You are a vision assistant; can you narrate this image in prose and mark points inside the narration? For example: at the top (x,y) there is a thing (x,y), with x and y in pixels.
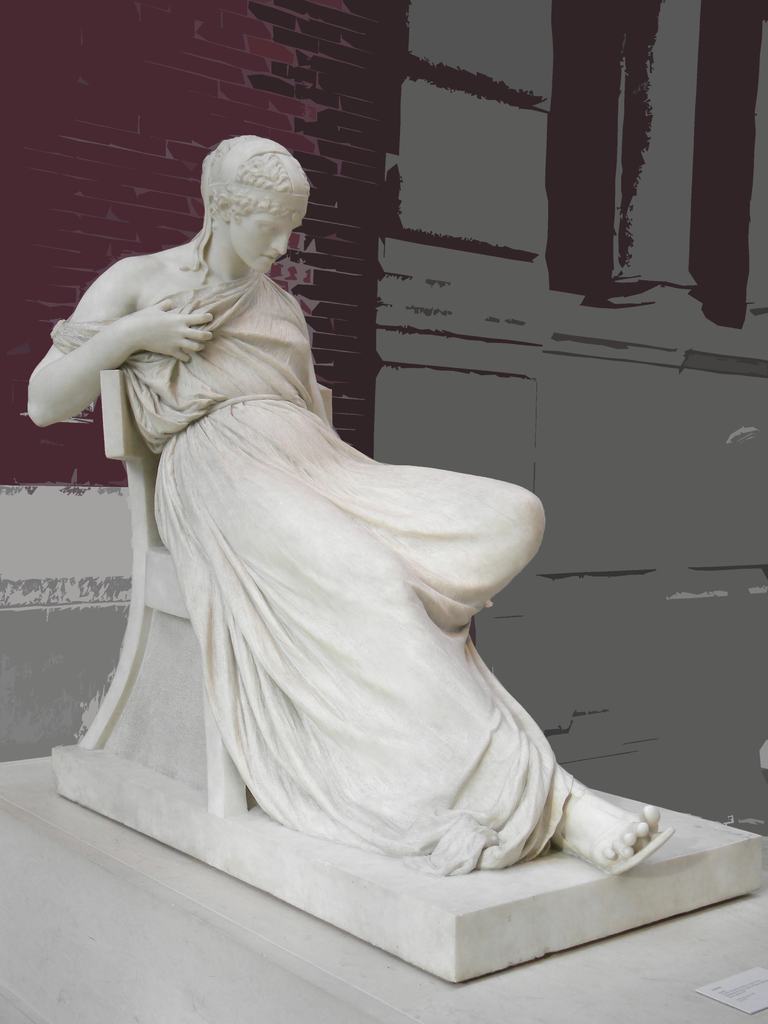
In this image we can see a sculpture (270,453). Behind the sculpture (242,490), we can see a wall (367,378). In the bottom right (731,992) we can see a paper (722,989) with text (722,989).
